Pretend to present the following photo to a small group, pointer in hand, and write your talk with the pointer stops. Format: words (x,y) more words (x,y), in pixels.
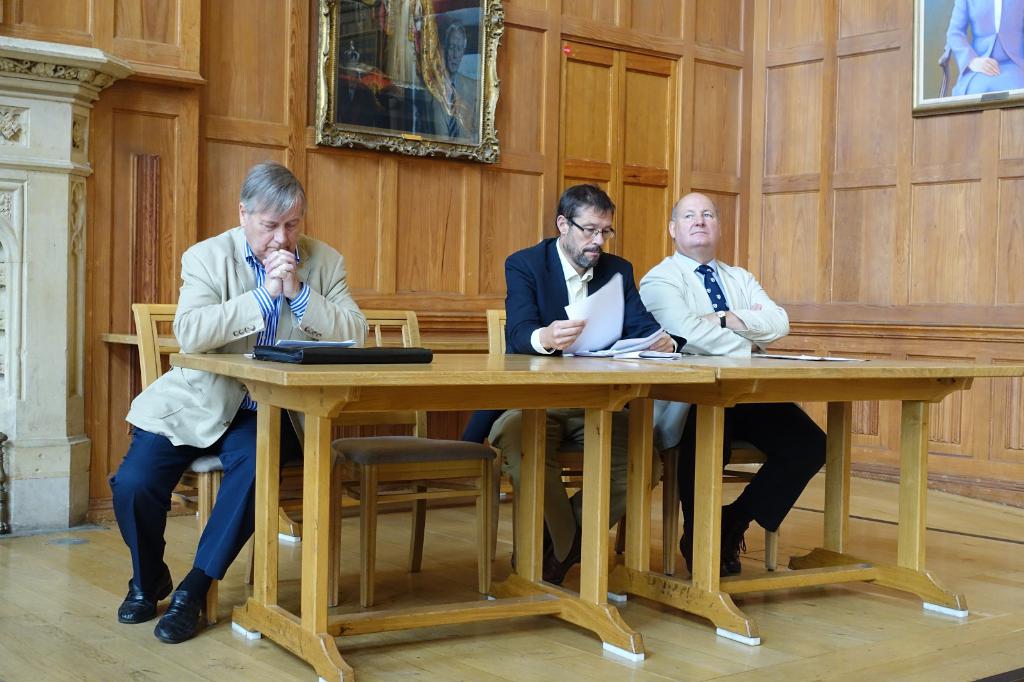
This image is clicked in a room (32,423). In this image there are three persons (189,410) sitting in the chairs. There are two tables (531,567) and four chairs (422,510). In the background (208,125) there is a wooden wall (657,209) on which two frames (412,138) are fixed.
